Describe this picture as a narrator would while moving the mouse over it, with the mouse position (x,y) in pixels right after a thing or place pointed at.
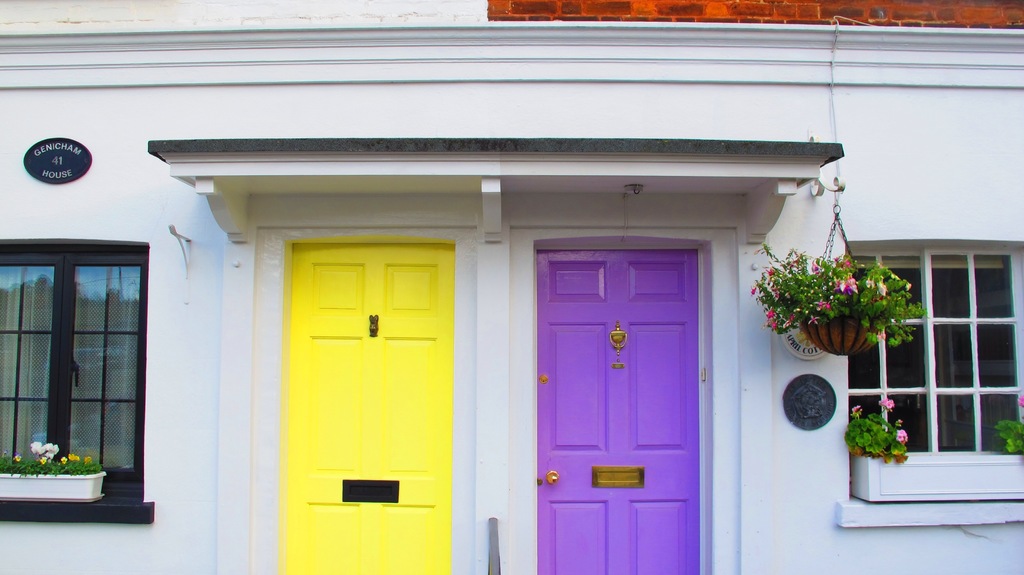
In this image I can see a building (334,103) which is white in color, few windows (83,390) of the building (430,477), few plants (861,437) and few flowers (40,457) which are white, yellow, pink and red in color. I can see two doors (630,397) of the building (637,386) which are yellow and purple in color.
